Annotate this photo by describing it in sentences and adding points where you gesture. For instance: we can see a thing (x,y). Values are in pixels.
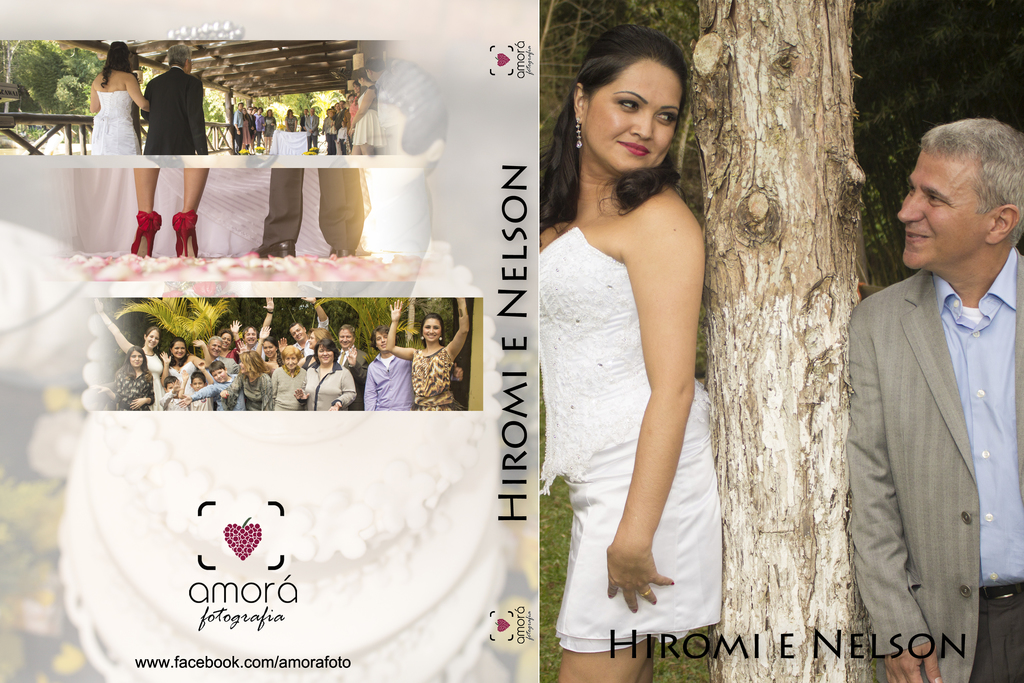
In this image we can see a collage of pictures in which we can see a group of people (378,360) standing on the ground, a group of trees (334,94), shed (318,90) and a fence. To the right side of the image (816,526) we can see bark (808,144) of a tree (817,94). At the bottom (273,664) we can see some text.
